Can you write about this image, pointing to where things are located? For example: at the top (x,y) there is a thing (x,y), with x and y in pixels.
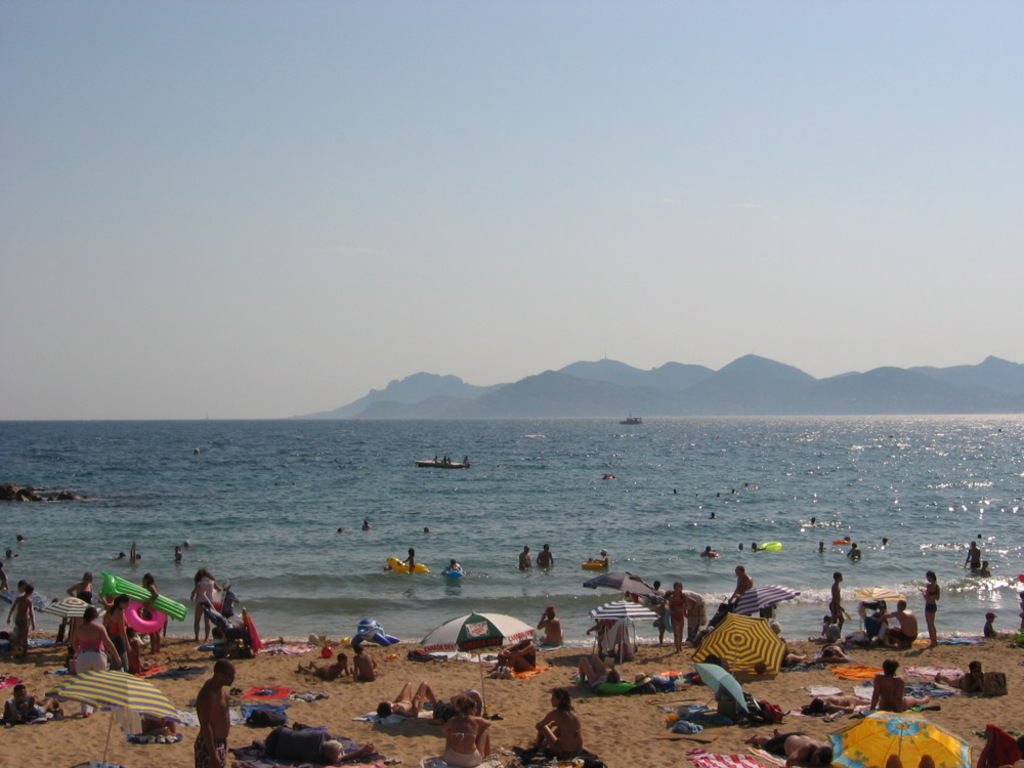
This is the picture of a sea (794,612). In this image there are group of people (79,659), few are standing and few are sitting. At the back (389,409) there are boats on the water (563,507) and there are mountains (687,393). At the top (453,45) there is sky (427,49). At the bottom (618,715) there is sand (623,729).
